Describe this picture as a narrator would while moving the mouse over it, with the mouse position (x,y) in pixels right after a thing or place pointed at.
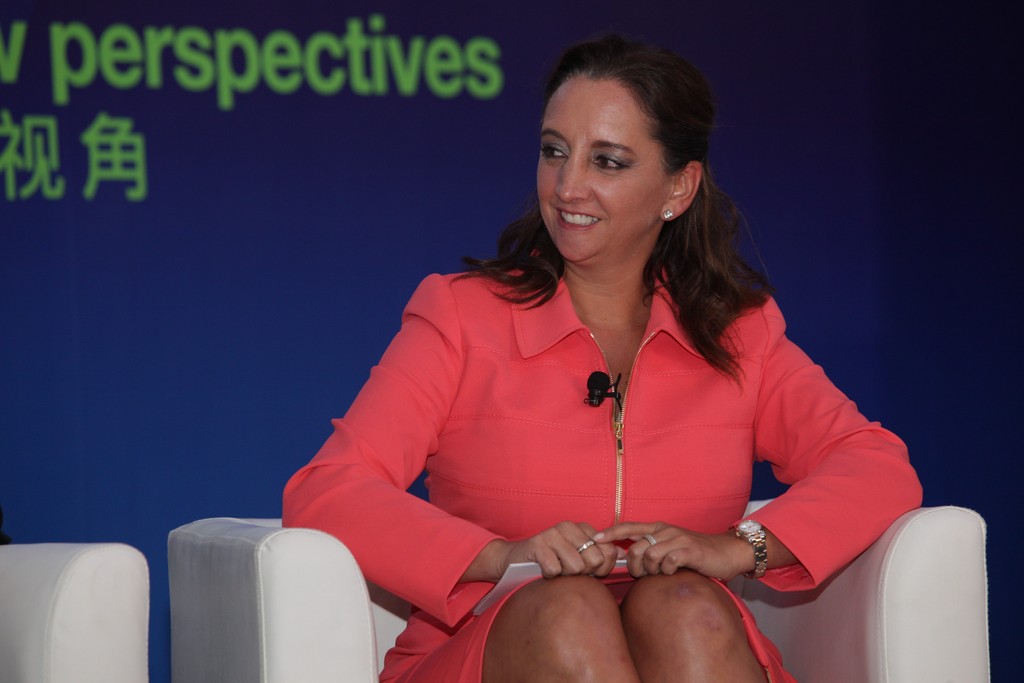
In this picture there is a lady (397,497) in the center of the image (666,448) and there is a projector screen (428,167) in the background area of the image (339,106).
